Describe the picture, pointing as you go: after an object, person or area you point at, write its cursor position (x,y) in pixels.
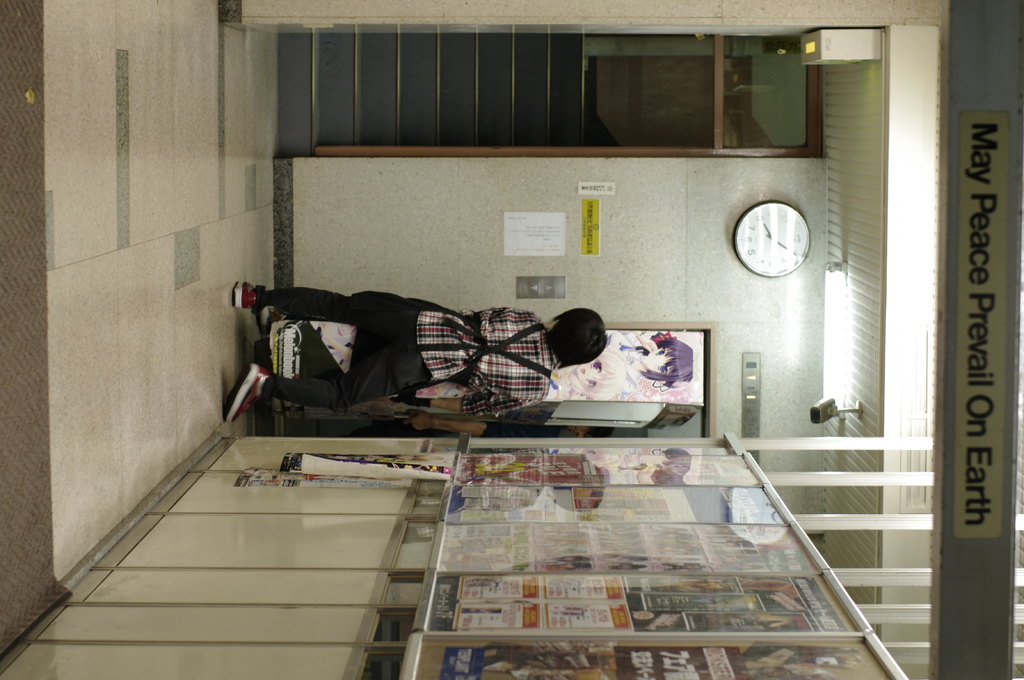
In this picture there are two people (499,425) holding a bag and we can see boards (548,536), rods (783,501), floor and steps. We can see clock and boards (558,221) on the wall (422,159). On the right side of the image (979,303) we can see light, camera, box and board (993,304).
